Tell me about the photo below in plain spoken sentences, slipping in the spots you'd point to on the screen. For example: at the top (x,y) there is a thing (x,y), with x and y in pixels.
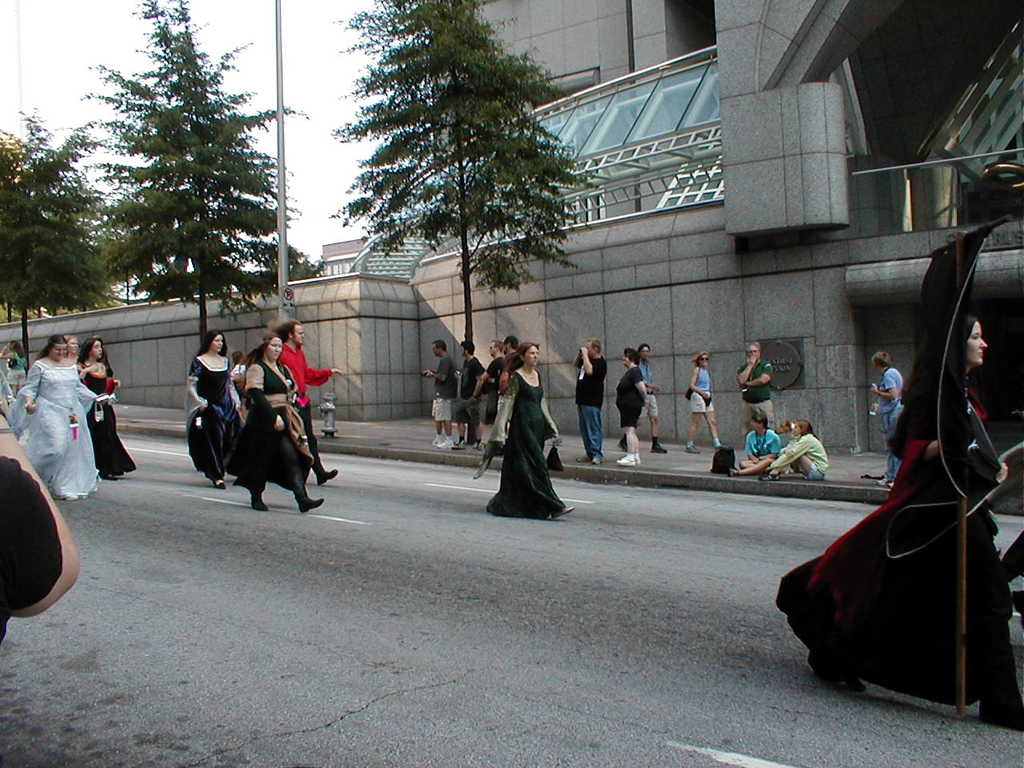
There are people (980,491), among them few people (34,407) walking on the road (542,590). We can see buildings (856,417), pole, trees (269,267) and wall (366,280). In the background (88,31) we can see sky (80,44).
